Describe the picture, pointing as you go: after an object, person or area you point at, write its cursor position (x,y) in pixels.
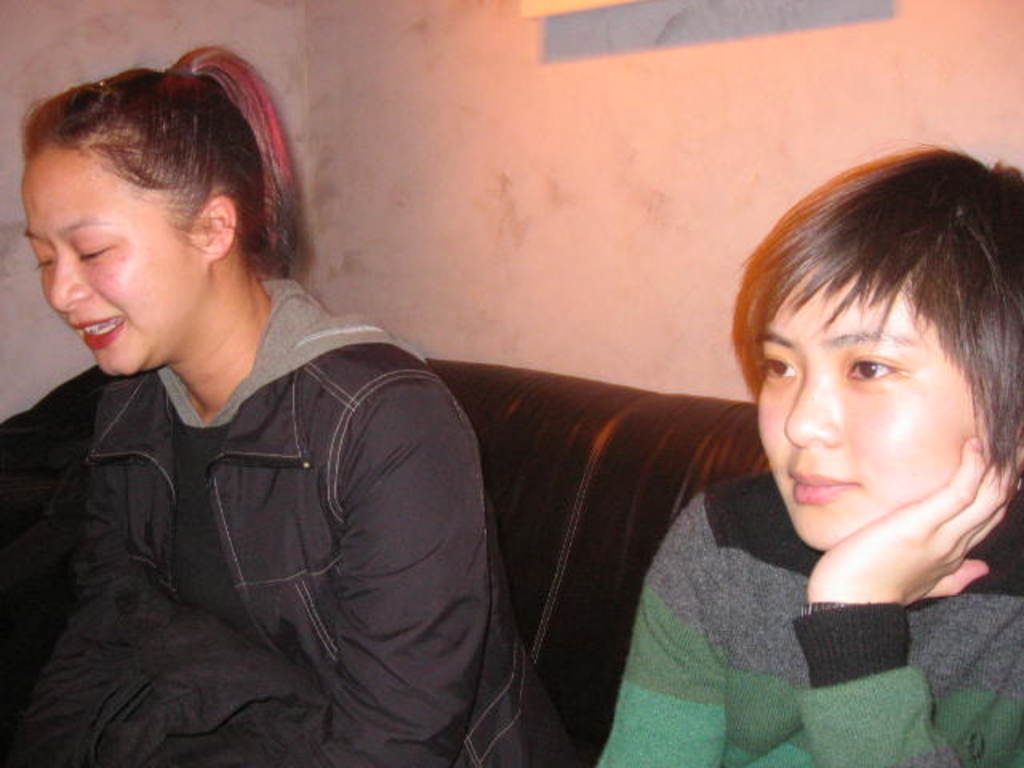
In this image there are two women (956,661) who are sitting on a couch (529,436) and there is a wall (470,178), at the top (752,31) there is some object (603,37).
